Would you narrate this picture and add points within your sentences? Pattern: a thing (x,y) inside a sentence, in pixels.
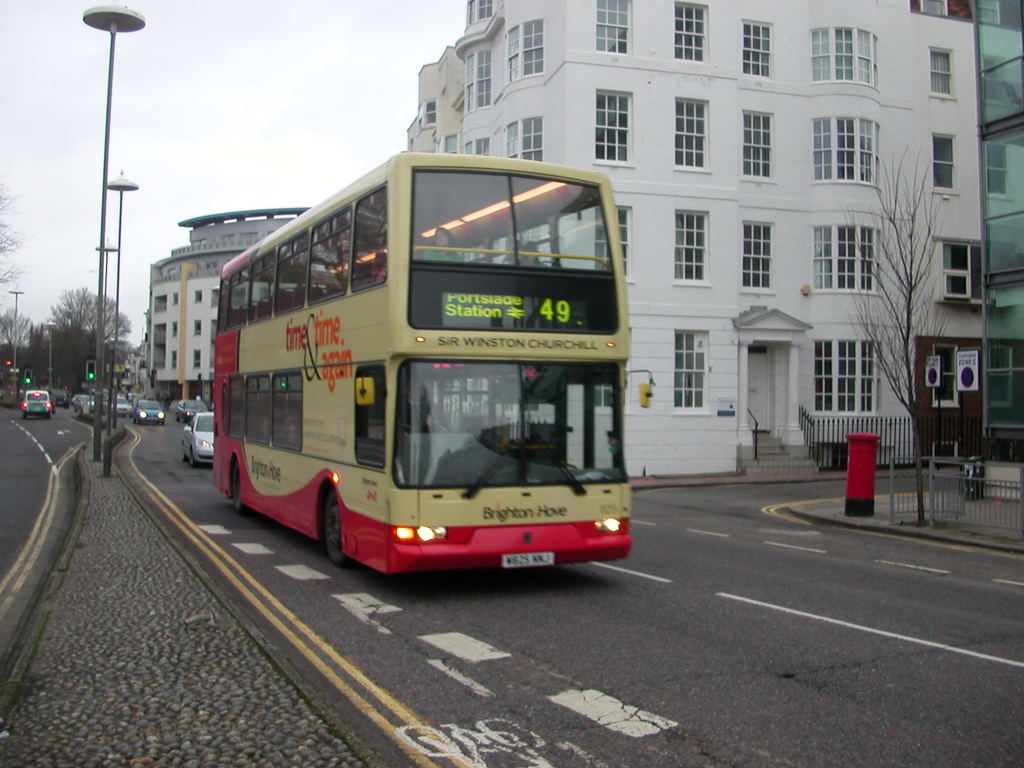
This picture is clicked outside. In the foreground (390,682) we can see the concrete road (964,614). In the center (567,504) we can see the vehicles (503,240) seems to be running on the road (784,541). On the right (767,427) we can see the buildings (854,225), railings (836,423), dry stems (873,277) and a red color object (857,463) which seems to be the post box (867,460). In the background (239,68) we can see the sky (199,166), trees (72,334) and we can see the traffic lights (93,365) and lamp posts (102,235) and some other items (197,301).
